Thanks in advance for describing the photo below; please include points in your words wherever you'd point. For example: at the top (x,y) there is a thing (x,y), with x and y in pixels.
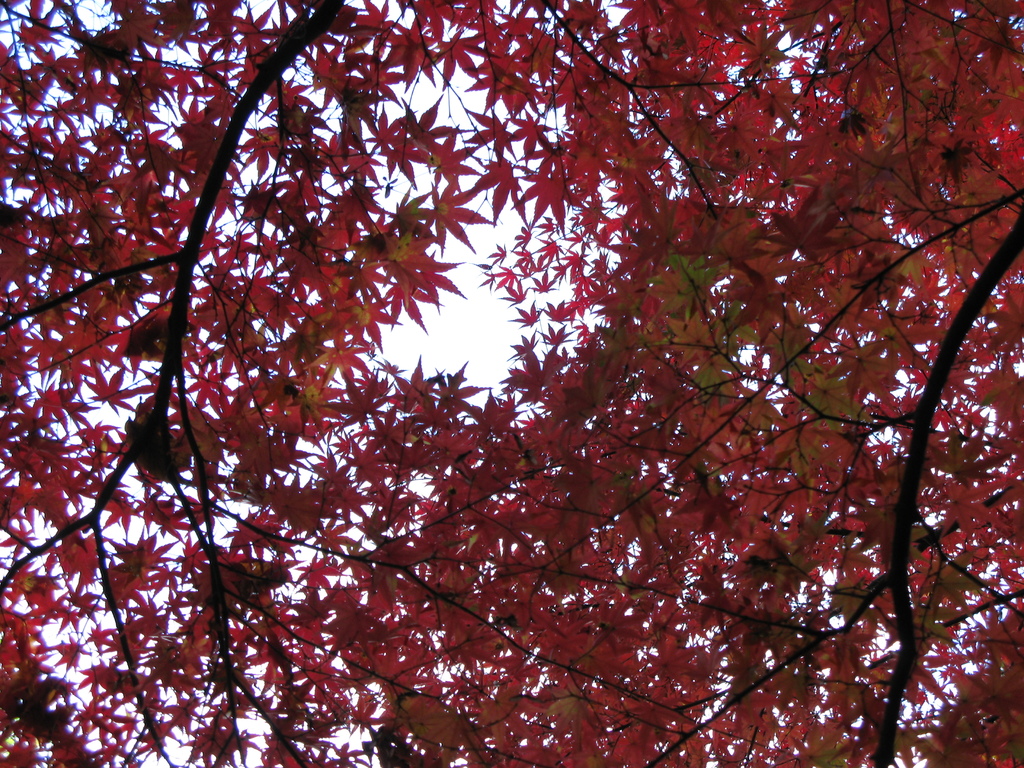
In this image, we can see a tree (597,287) with red color leaves (560,365). In the background (501,320), we can see a sky (560,288).
